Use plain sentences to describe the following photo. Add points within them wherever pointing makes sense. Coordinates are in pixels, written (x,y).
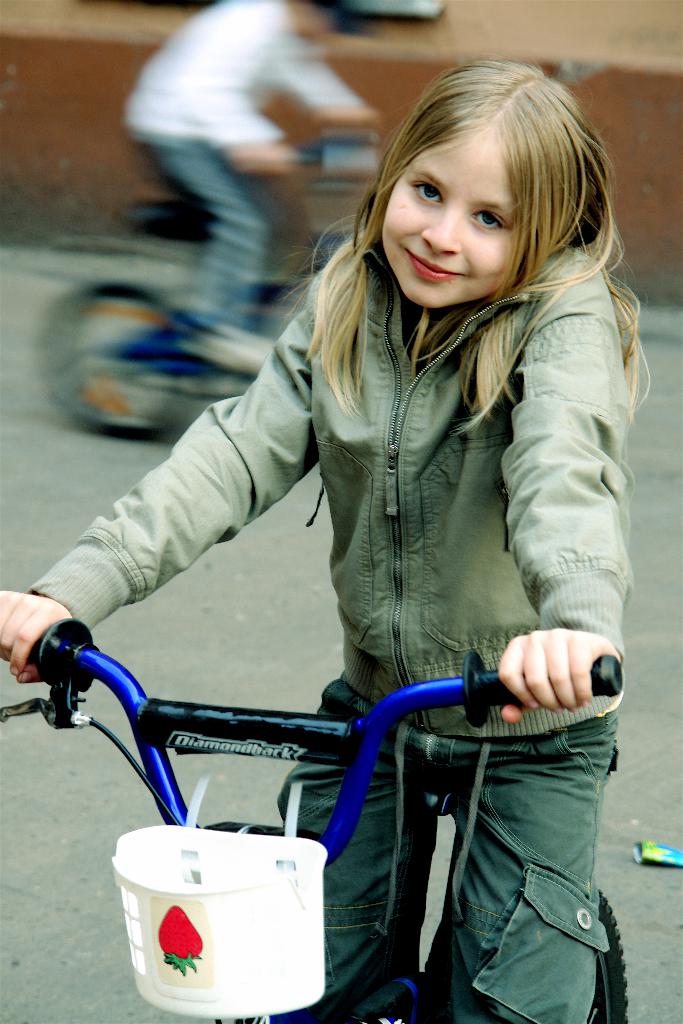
In this picture we can see a girl (319,822) on the bicycle (260,753). This is road (97,489). Here we can see a one more person (299,4) on the bicycle (177,215). And this is wall (644,73).
